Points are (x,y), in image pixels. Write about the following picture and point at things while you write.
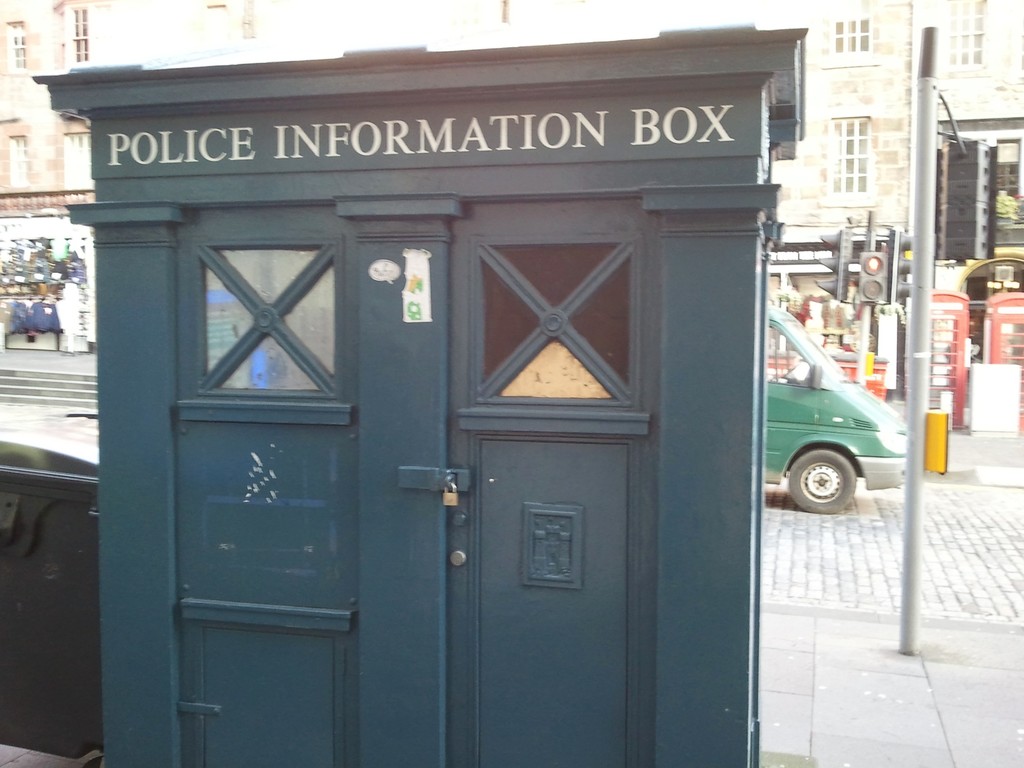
In this image, we can see some box (569,609) with door (510,523) and lock (445,496). Background there are so many buildings (12,135), with walls (45,161) and windows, few shops (59,297). Here we can see a vehicle (811,494) is on the road (810,549). There are few traffic signals (863,272) with pole (917,353).
